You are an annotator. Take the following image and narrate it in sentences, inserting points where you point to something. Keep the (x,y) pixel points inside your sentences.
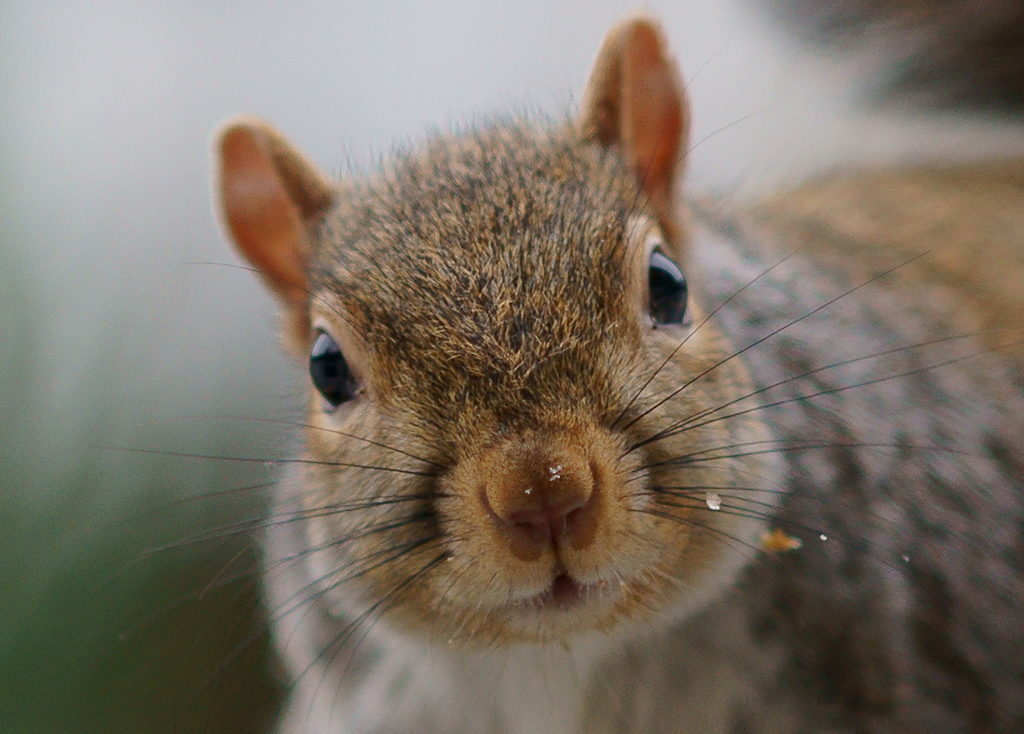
In this picture we can see an animal (447,302) and blurry background (153,222).
